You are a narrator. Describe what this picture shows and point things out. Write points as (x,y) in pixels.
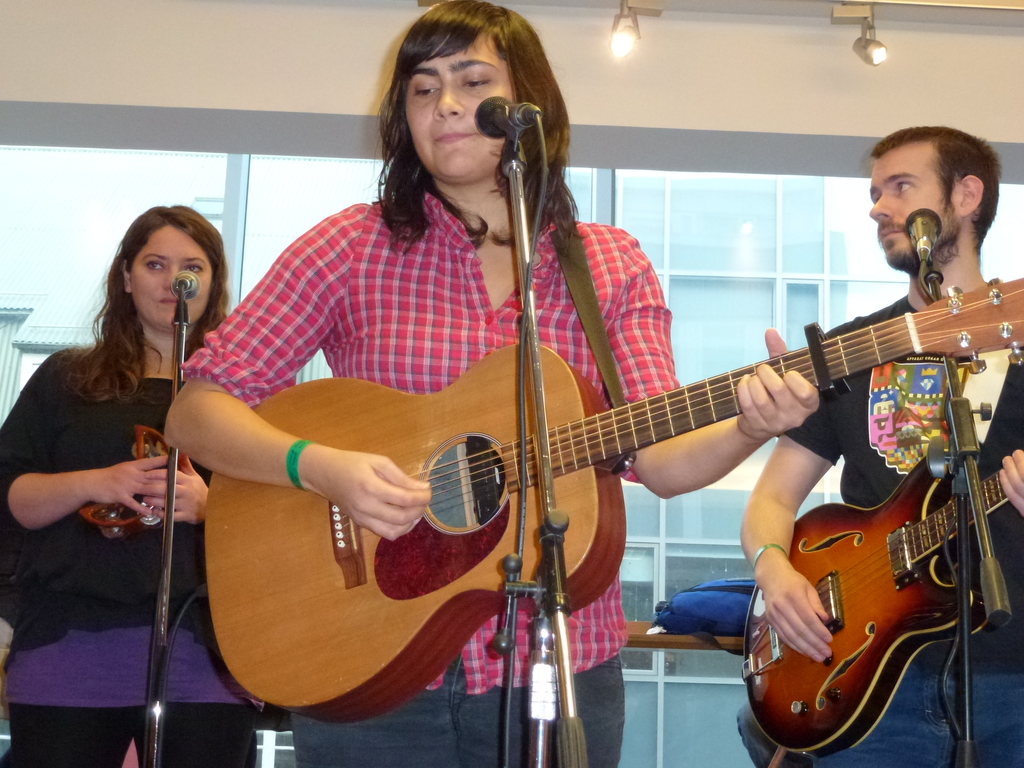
In the image we can see three persons (248,442) were standing and holding musical instruments (470,397). In front there is a microphone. In the background (289,68) wall (249,78), light (876,59), glass (711,254), table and backpack (692,625).
